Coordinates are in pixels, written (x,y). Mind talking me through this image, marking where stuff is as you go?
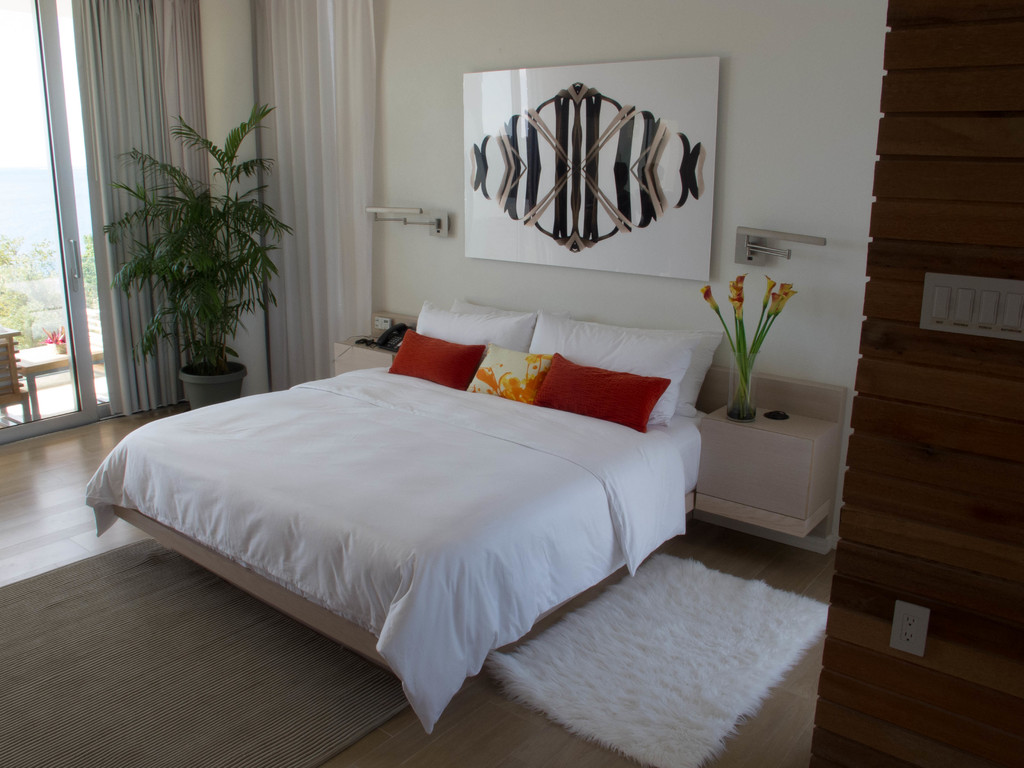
It is a bed (422,388) which is in white color, there are pillows (565,401) on it. In the left side (217,238) there is a plant (224,222) near the glass wall (15,243).
